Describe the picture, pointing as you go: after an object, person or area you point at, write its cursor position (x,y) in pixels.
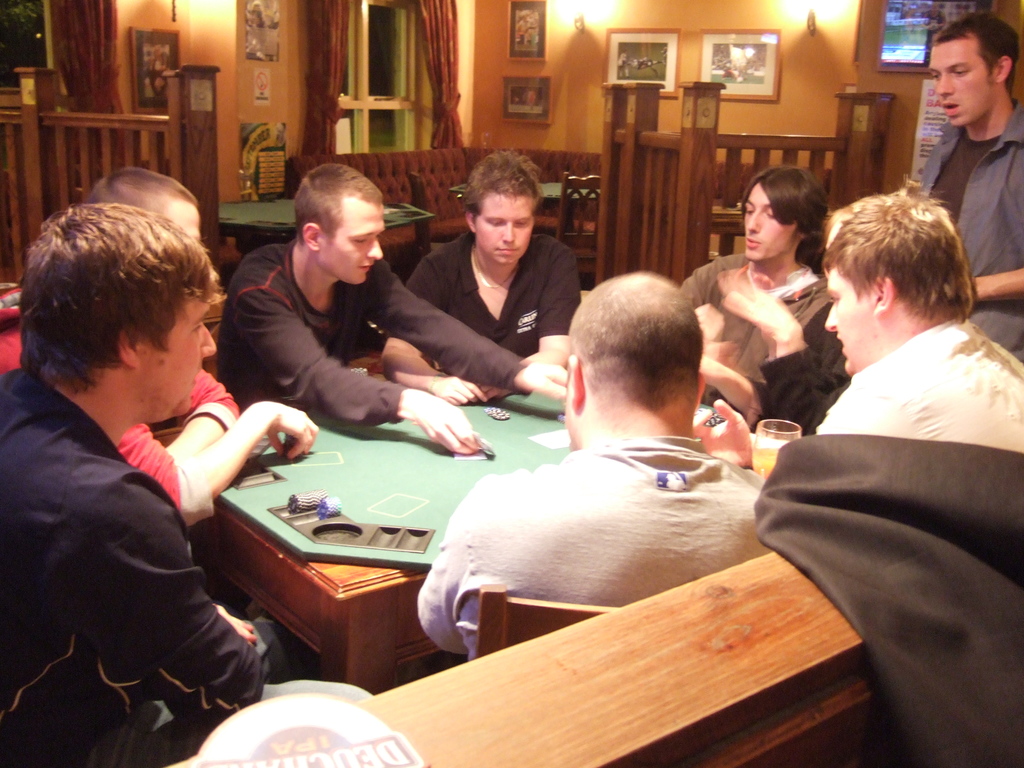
The picture contains there are so many people (385,288) sitting on the chair (486,632) in front of the table (428,488) they are playing something game and behind the persons (743,288) there are so many furnitures (416,225) and many photos (757,32) are hanging on the wall (805,76) and the background (778,116) is yellow.
